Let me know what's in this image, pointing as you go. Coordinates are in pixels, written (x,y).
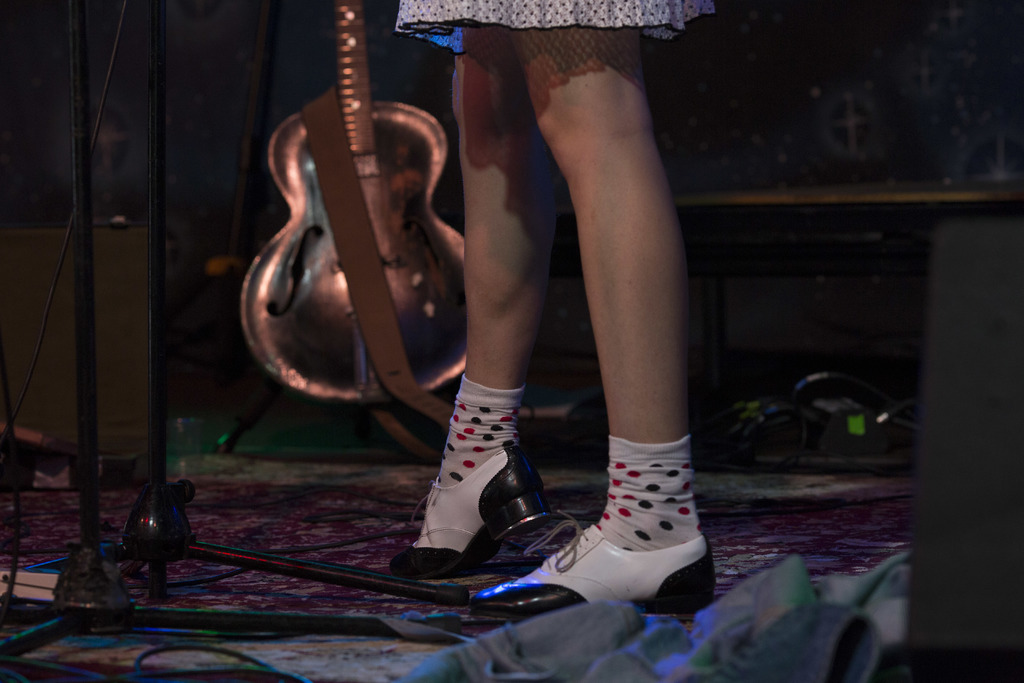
In this image a girl (490,363) wearing a black and white shoes (622,559) and white socks (514,411) and behind her there is a guitar (347,334) at the right side of the image (784,418) there are wires (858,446) and at the left side of the image (178,495) there are stands (162,494).
